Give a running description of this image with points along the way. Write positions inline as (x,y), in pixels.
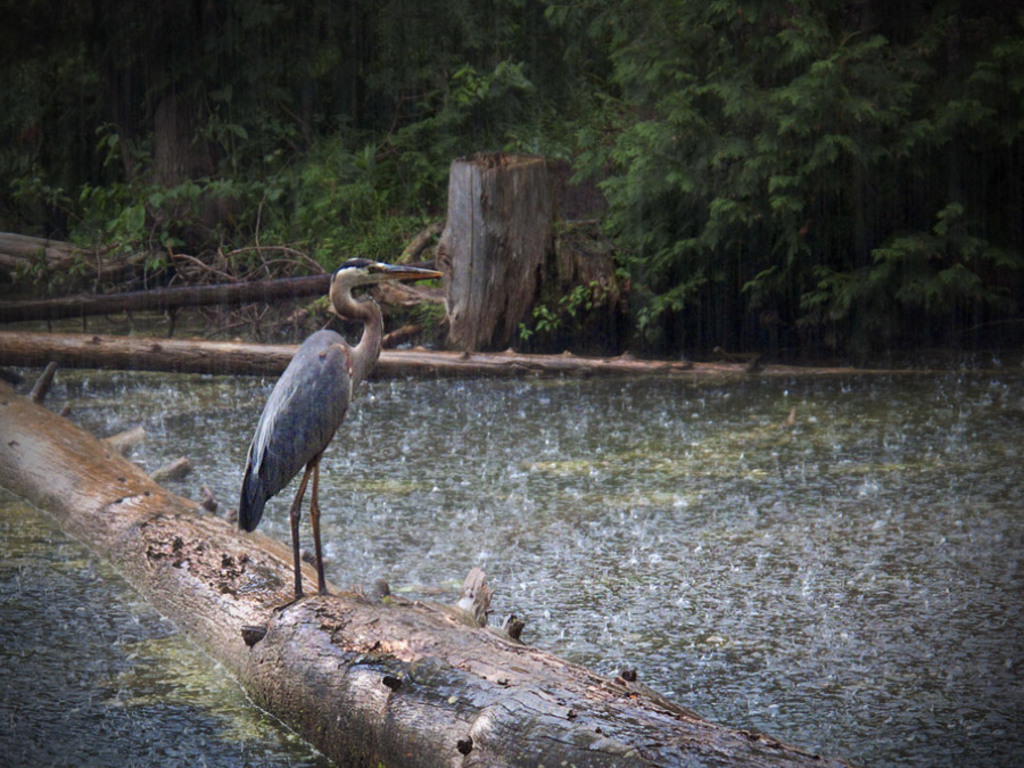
In the foreground of this picture (434,591), there is a crane (288,425) standing on the trunk (301,662) which is in water (822,603). In the background (707,126), we see trees (644,203), and a trunk (198,290) fell down to the ground (237,248).
